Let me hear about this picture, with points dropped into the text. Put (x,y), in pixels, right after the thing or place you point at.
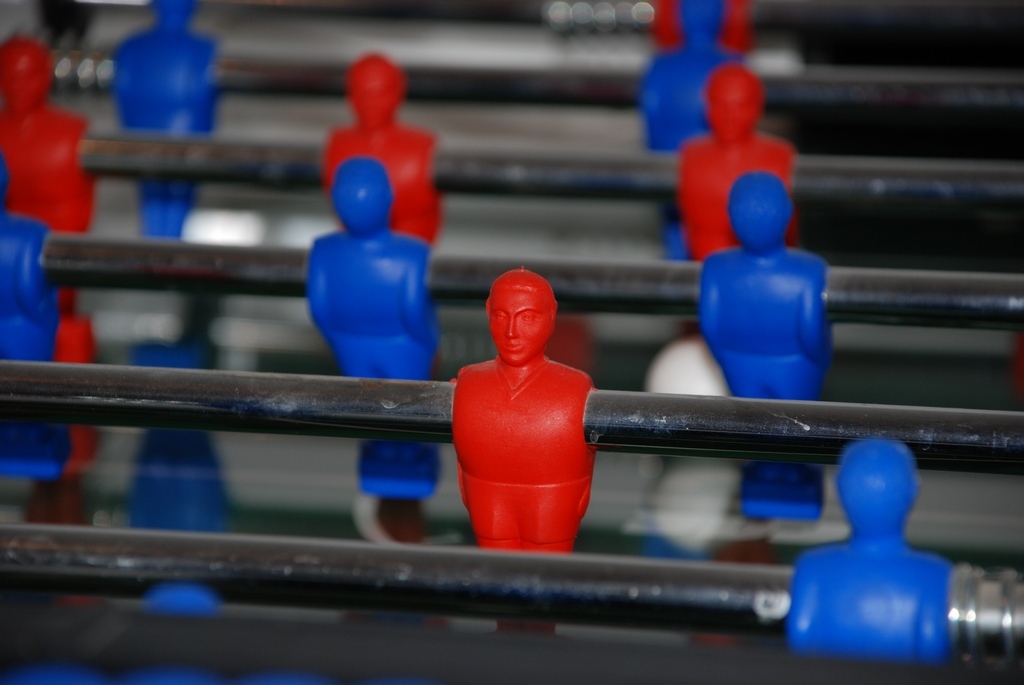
In this picture we can see some red and blue toys (354,261) to the iron rods (23,550).
